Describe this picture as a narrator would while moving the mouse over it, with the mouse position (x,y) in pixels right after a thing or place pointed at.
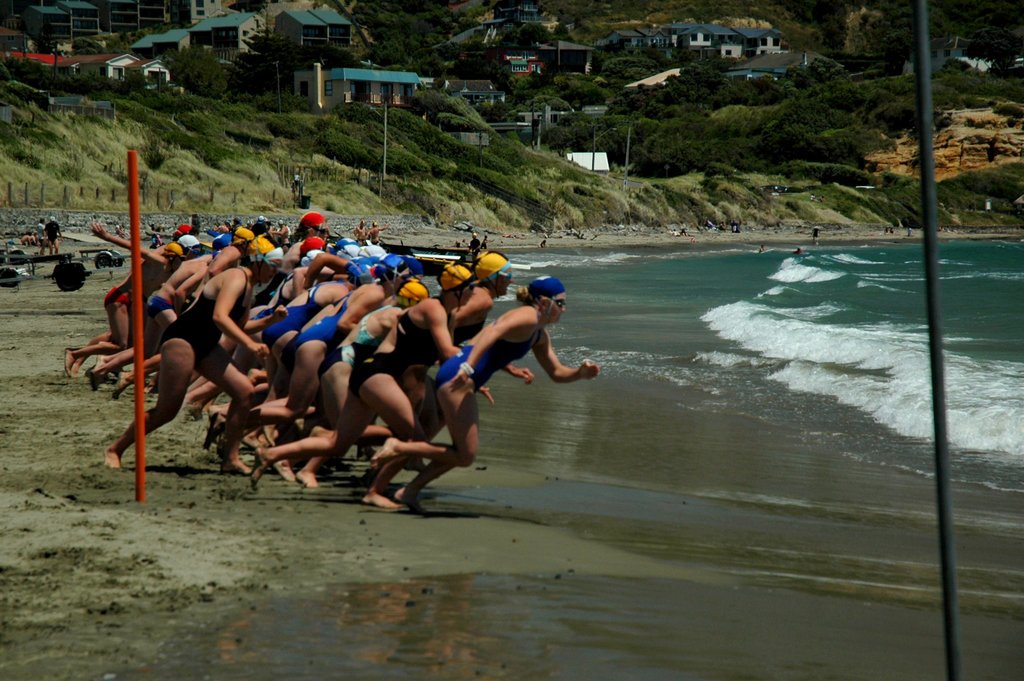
In this image we can see persons (196,305) standing and running on the seashore (94,287), sea (916,319), hills (451,195), buildings (384,73) and trees (853,120).
